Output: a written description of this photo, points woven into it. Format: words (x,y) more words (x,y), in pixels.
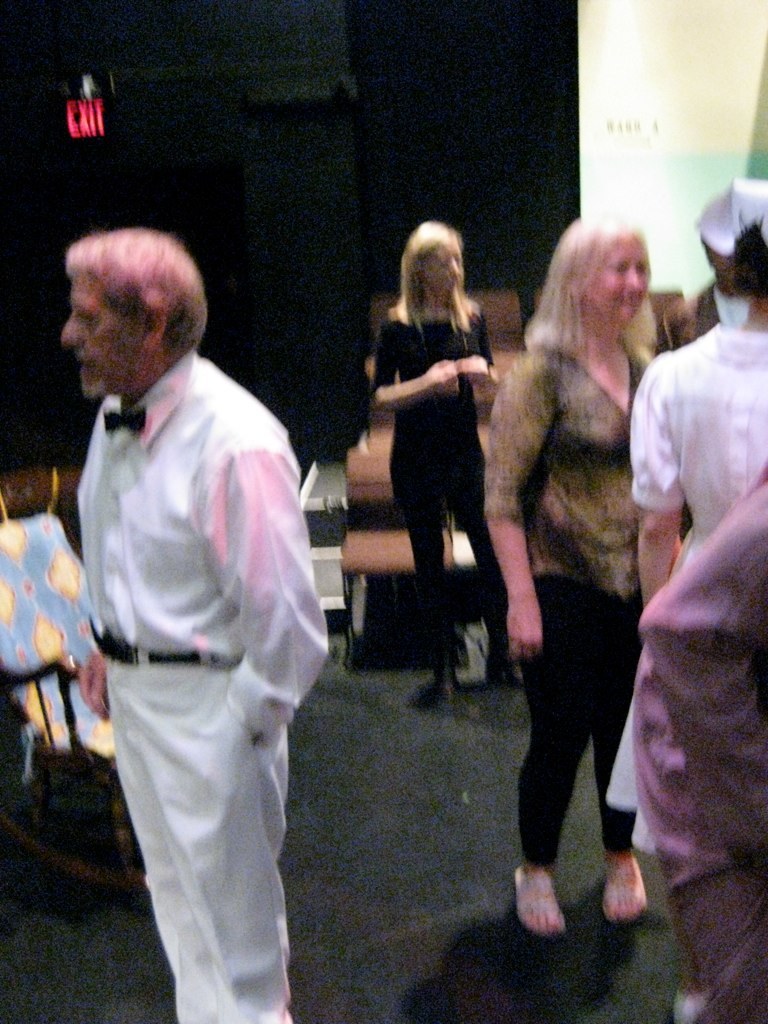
In this image we can see a group of people (725,902) standing on the floor (487,863). We can also see some chairs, a signboard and a wall (185,108).
